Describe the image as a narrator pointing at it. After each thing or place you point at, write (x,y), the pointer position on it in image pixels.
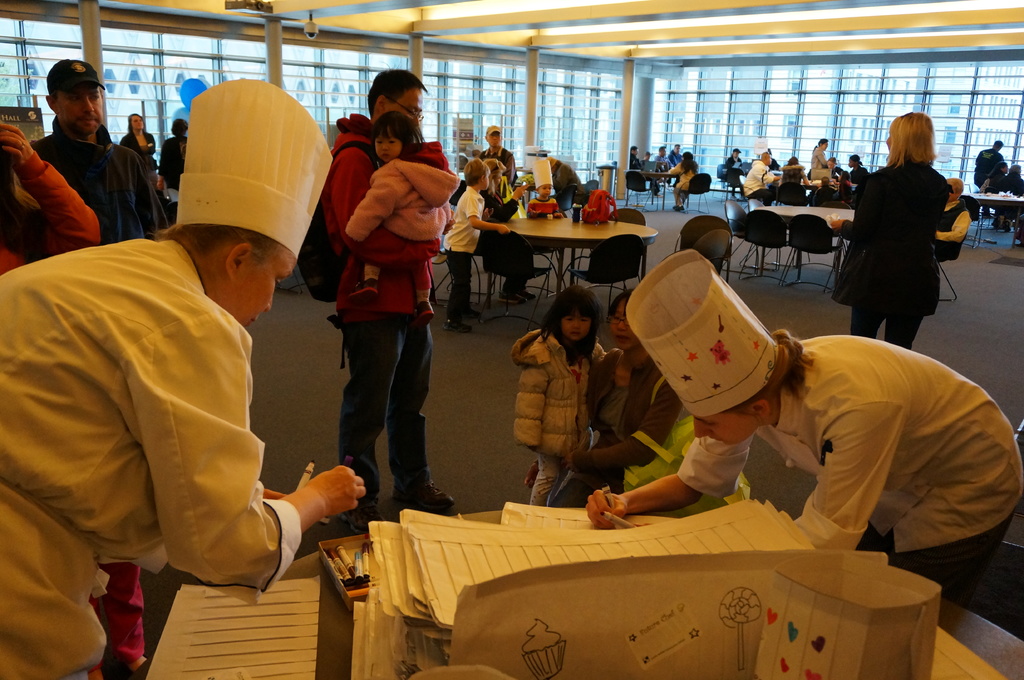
In this image there is a table (340,658) in the middle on which there are papers (307,583), markers (328,552) on it and there are two persons (211,401) who are standing beside the table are writing on the paper (553,514). In the background (728,238) there are tables (611,232) around which there are few people (755,188) sitting in the chairs (700,189). In the middle (550,232) there is a table (550,226) around which there are few people (517,191) sitting around it. At the top (442,24) there is ceiling (506,33) with the lights (443,9). In the middle (362,351) there is a man (376,309) standing on the floor (723,194) by holding the kid (424,180).
